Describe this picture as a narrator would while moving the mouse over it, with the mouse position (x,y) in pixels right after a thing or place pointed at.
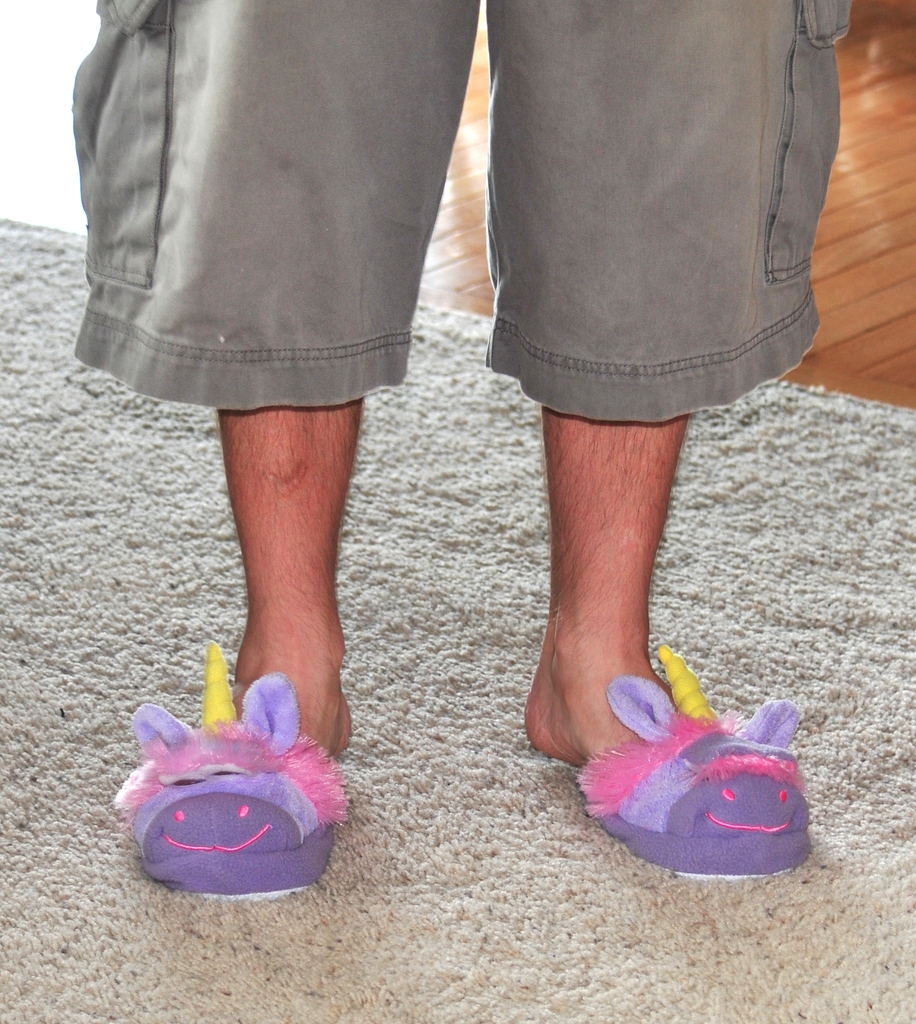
In this image we can see person legs (274,605) and floor (891,294) with carpet (833,439).
